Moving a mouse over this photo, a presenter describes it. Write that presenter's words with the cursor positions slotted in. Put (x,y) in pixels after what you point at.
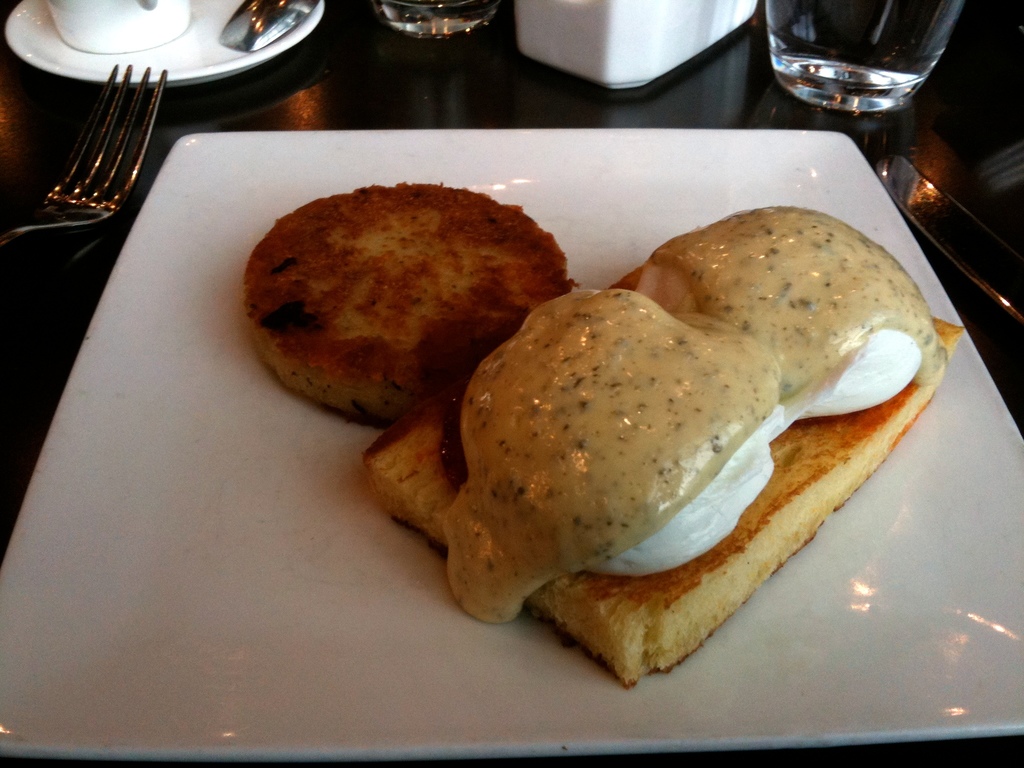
In this image I can see food items (892,380) on the white color plate (978,571). I can see a fork (95,170), glass (819,86) and some objects (618,51) on the table (921,128).
